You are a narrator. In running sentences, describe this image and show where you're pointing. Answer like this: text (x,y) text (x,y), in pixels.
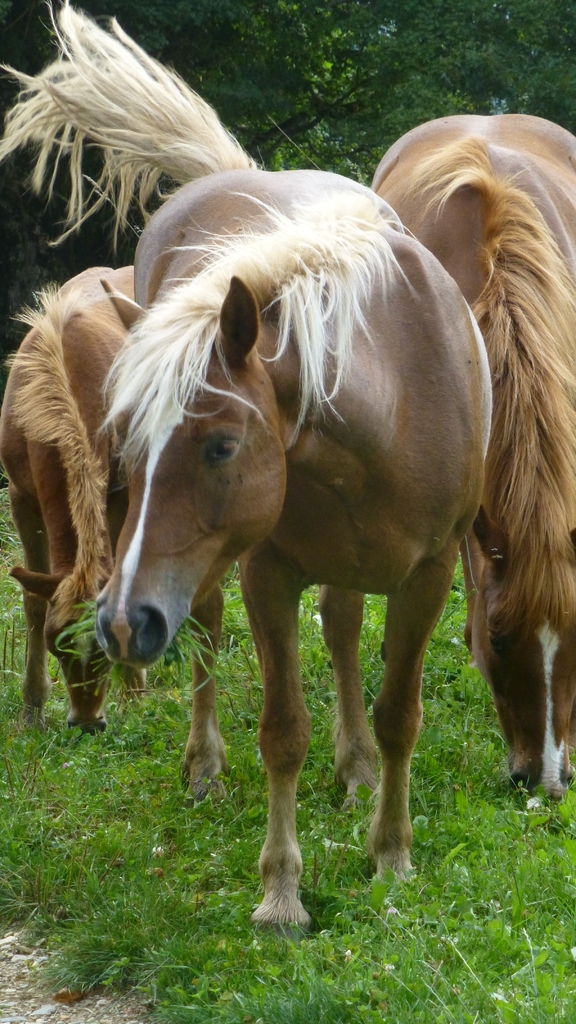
In this picture we can see white color hairs (267,239) on this horse (303,376). On the right (419,211) we can see another brown color horse (524,274) who is eating grass (531,836). On the left (73,490) we can see a small horse (38,395) who is also eating the grass (146,737). On the background (337,76) we can see many trees (355,74).
